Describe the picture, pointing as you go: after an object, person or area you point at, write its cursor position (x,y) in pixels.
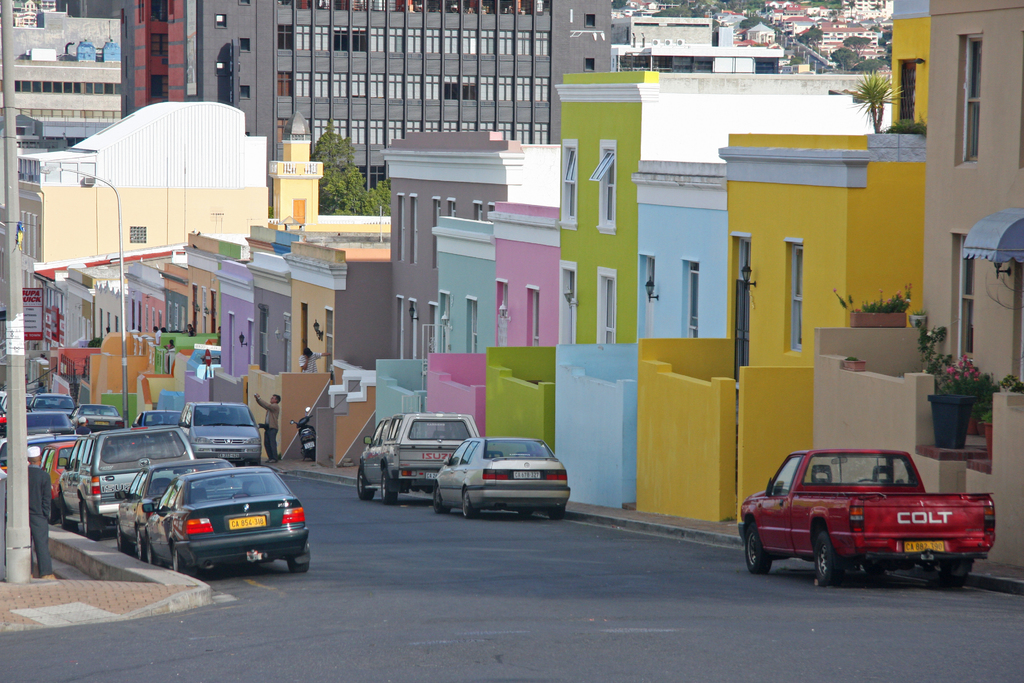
On the left side (43,500), there is a person (32,447) standing on a footpath (4,606). Beside him, there is a pole (17,307). On the right side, there are vehicles (284,543) on the road (446,606). In the background (906,225), there are buildings (416,227) and there are trees (744,23) on the ground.
